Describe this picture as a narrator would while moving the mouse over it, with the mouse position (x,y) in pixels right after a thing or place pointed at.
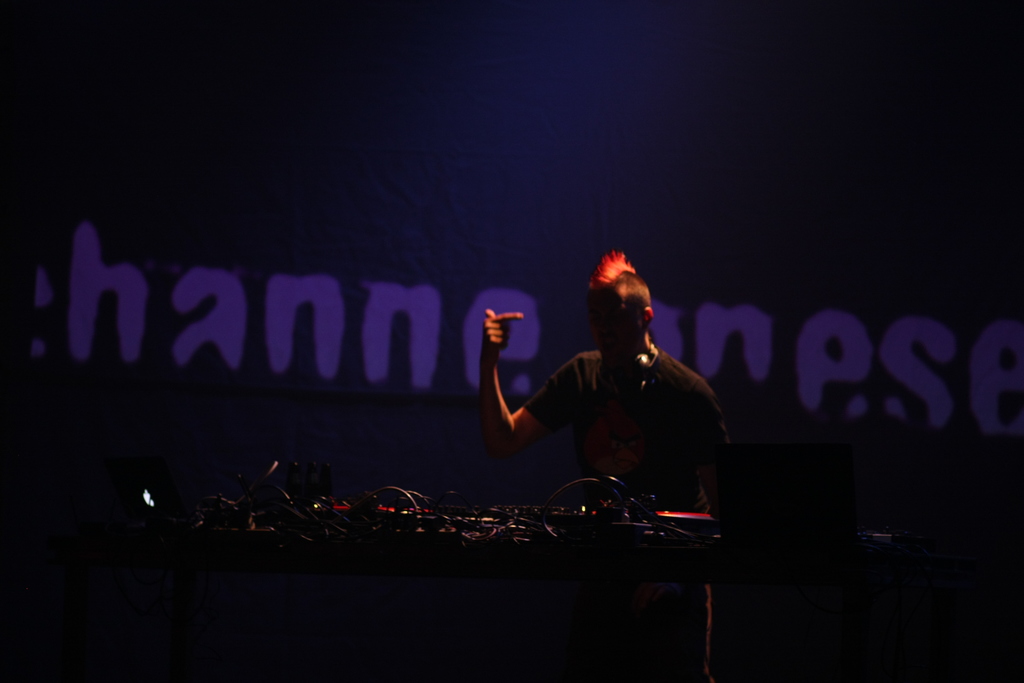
In the foreground of the picture (493,515) there is a music control system (475,521), cables (387,494). In the center of the picture (610,369) there is a person (612,380) standing. In the background (206,290) there is text (753,354). The background (881,271) is dark.
